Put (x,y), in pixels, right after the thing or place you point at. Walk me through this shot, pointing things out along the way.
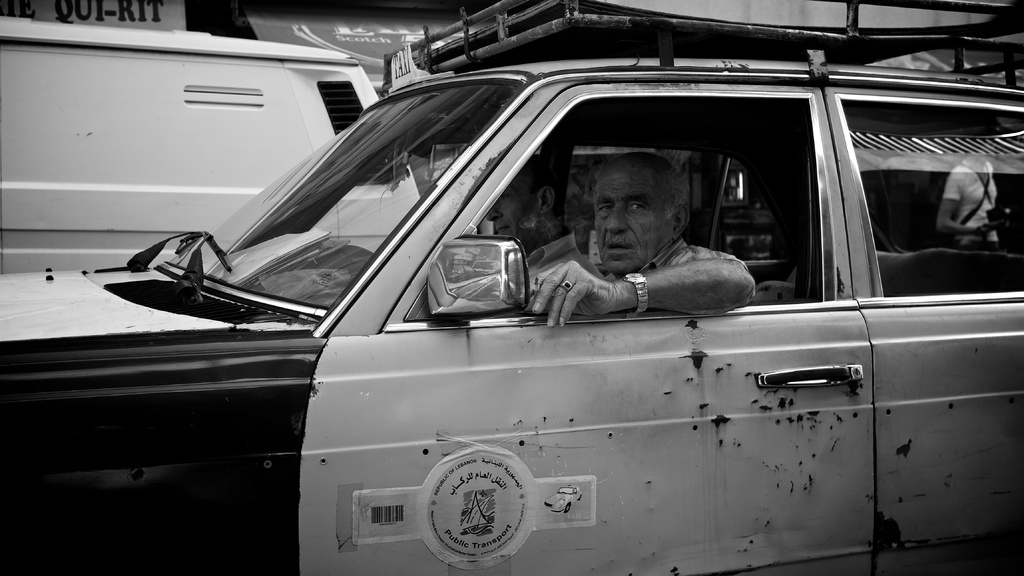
This is completely a black and white picture. Here we can see two men (627,248) sitting inside a car (706,342). Here on a car glass (945,203) we can see the reflection (959,192) of other person (946,234). This is a board (174,25) at the top of the picture (104,10).
